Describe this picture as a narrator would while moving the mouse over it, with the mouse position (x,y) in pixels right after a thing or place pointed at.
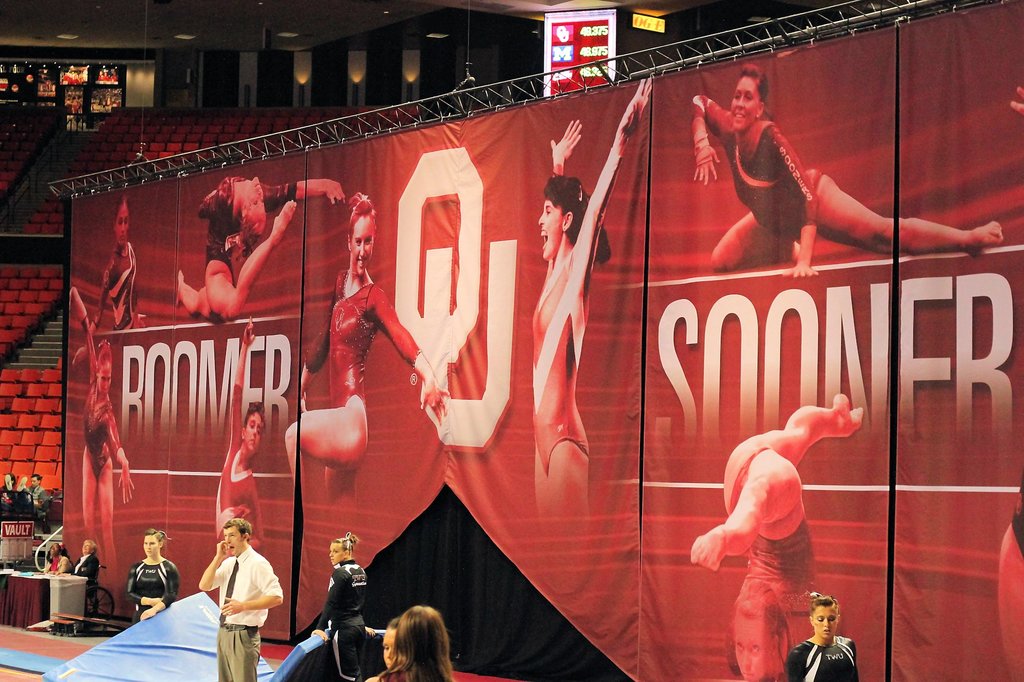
In this picture there is a person (238,583) wearing white shirt (250,568) is standing and speaking in mic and there are few persons (443,654) beside and behind him and there is a banner (469,333) which has few images (549,314) and some thing (494,339) written on it in the background (427,345) and there are few empty chairs (33,269) and some other objects (105,101) in the left corner (61,128).
